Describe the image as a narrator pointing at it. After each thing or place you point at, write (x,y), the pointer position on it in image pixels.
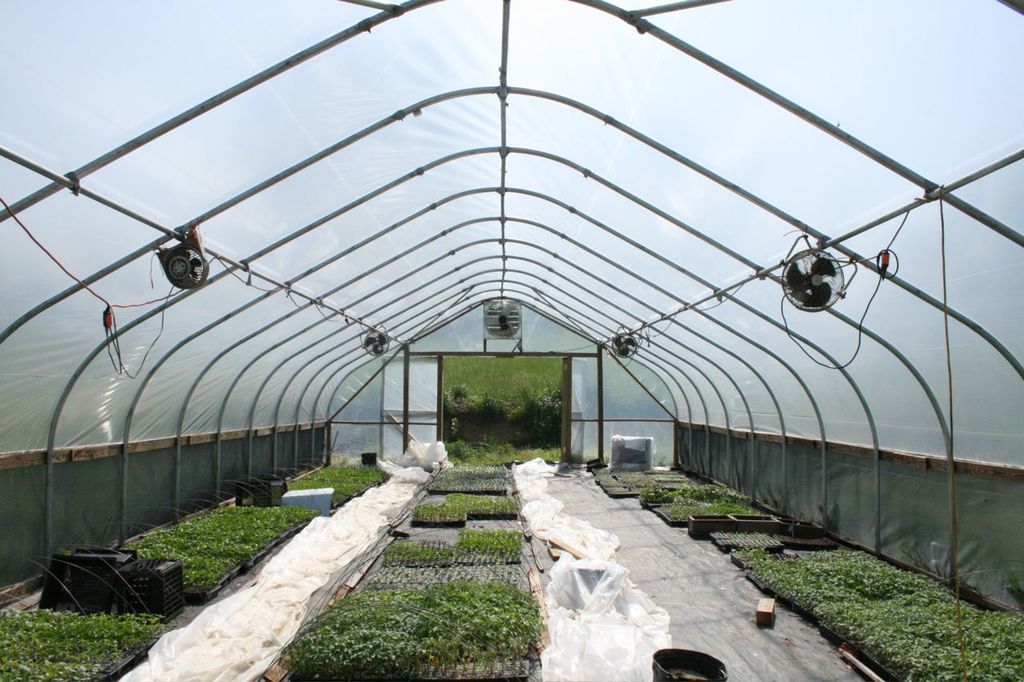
In this image there are plants (398,602), there are plants (478,611) truncated towards the bottom of the image (41,634), there are objects (583,554) on the ground (618,521), there are objects (599,669) truncated towards the bottom of the image (182,675), there is the grass (488,450), there is a shed (369,218) truncated towards the top of the image (551,77), there are objects (800,296) on the shed (779,224), there is a wire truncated towards the bottom of the image (964,661), there is a wire (20,223) truncated towards the left of the image (13,211).
